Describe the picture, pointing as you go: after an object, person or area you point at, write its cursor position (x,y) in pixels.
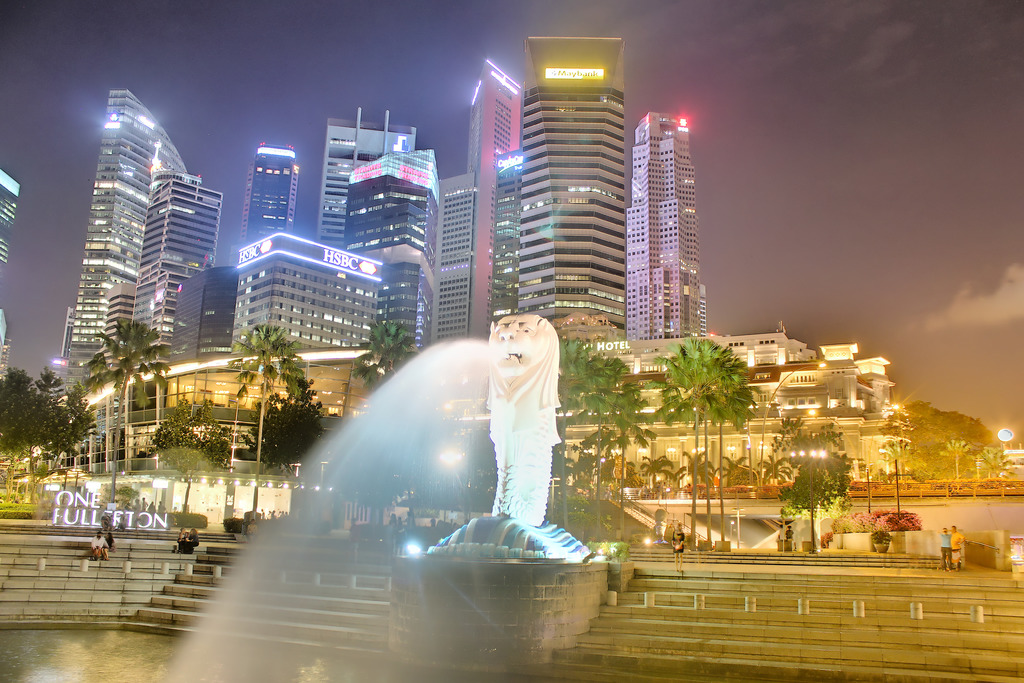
In this image we can see there are buildings (255,293) with lights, in front of the building (208,506) we can see the persons (102,539) sitting on the stairs (854,556) and a few people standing and there is the fountain (498,500). And at the back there are trees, potted plants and the sky (875,170).
